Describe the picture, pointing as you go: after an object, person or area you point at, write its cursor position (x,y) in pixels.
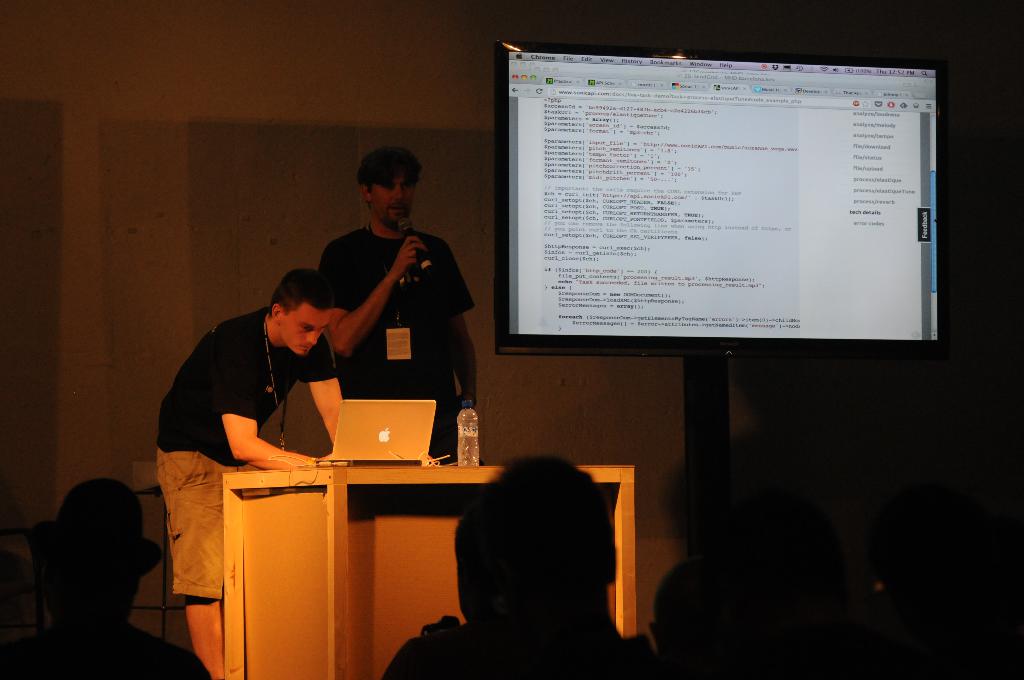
In this picture we can observe two men (379,336) standing in front of a table (424,499) on which we can observe laptop (396,435) and water bottle (464,437). On the right side (744,247) we can observe large screen (688,298). There are some people (110,524) sitting in front of the table (273,633). In the background (134,197) we can observe a wall (232,89).
